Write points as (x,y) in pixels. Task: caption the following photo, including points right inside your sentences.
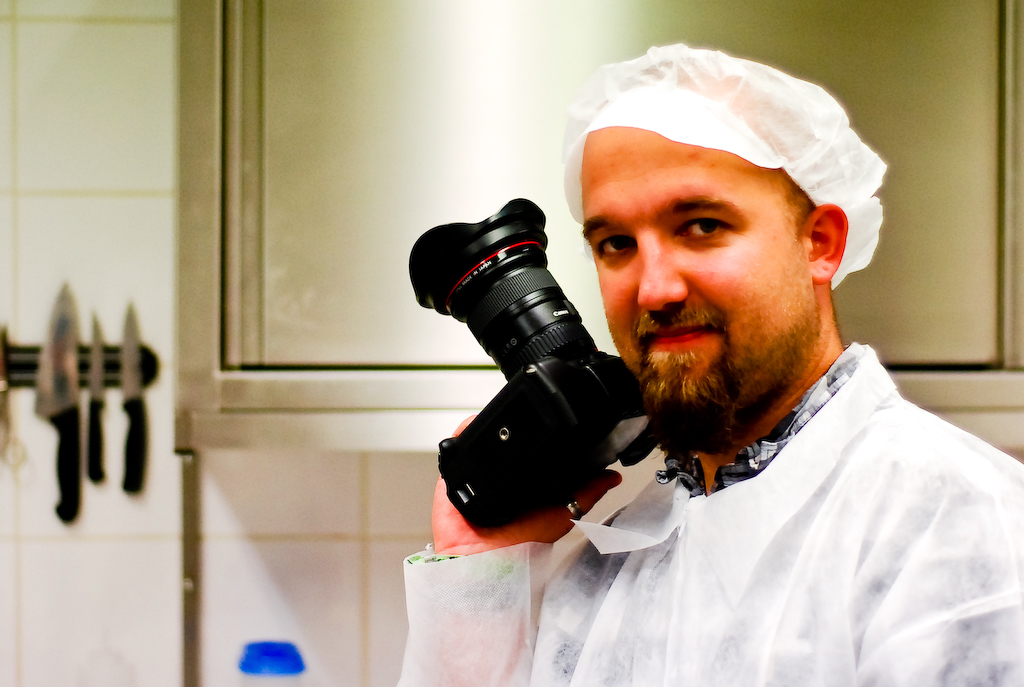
This is the picture of a man (843,614) in white dress (843,614) with a white hat (698,107) holding a camera (525,461). Background of the man (673,485) is a metal cabinet (343,373) and a wall (126,170).
